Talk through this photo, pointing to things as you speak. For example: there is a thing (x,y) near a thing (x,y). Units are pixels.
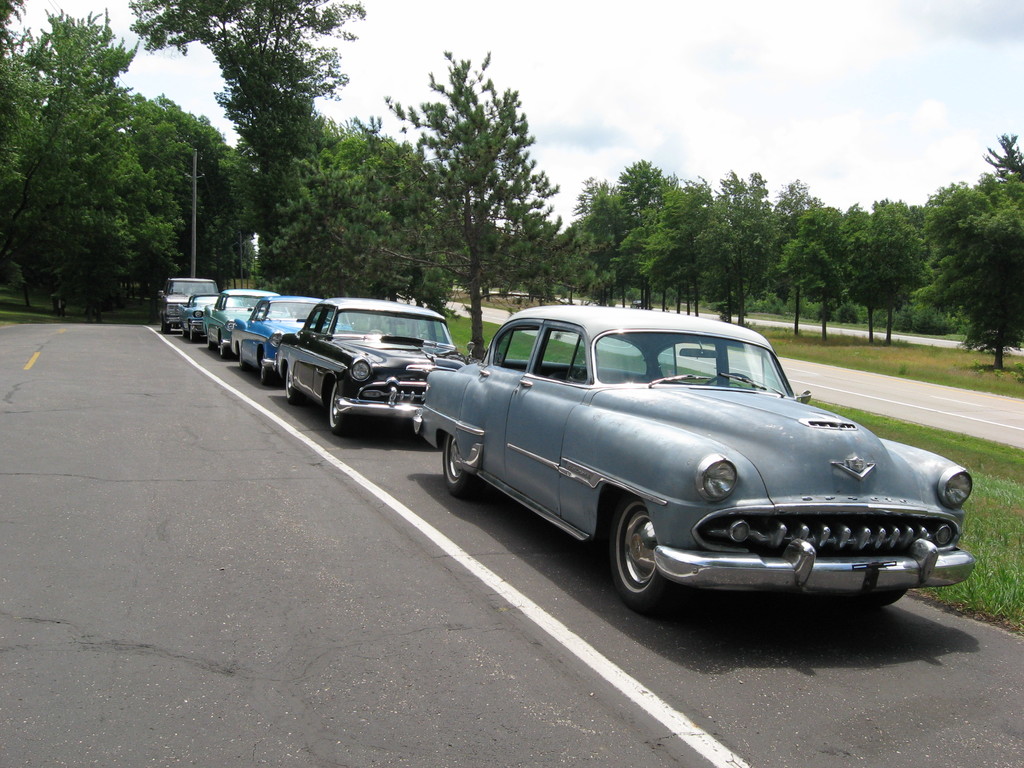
In this image we can see cars (443,462) on the road (273,607). In the background (35,235), we can see trees (769,276) and grassy land (921,358). At the top of the image (731,87), we can see the sky (662,87) with clouds (608,90). Behind the cars (187,283), we can see a pole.
